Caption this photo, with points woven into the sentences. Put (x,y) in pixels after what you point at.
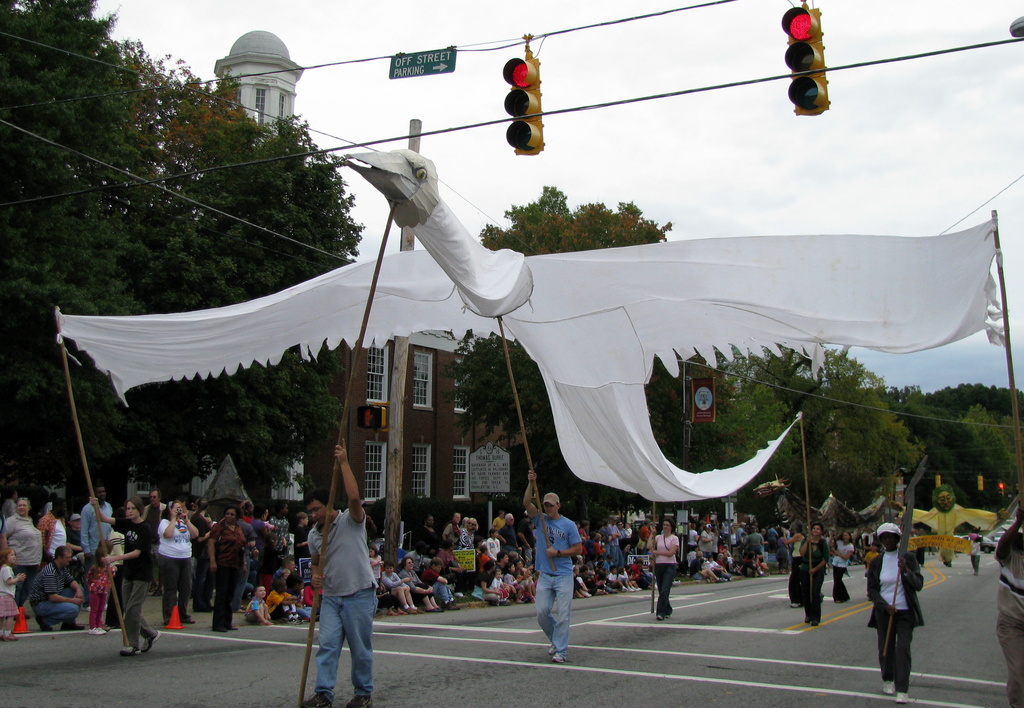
Here in this picture we can see an eagle (524,328) made with a cloth (336,274) being carried by persons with help of poles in their hands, present on the road (459,622) over there and we can see other people (374,558) sitting and standing on the road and we can see building (413,385) present over there and we can see trees (270,398) and plants (282,435) present all over there and at the top (523,127) we can see traffic signal lights (513,102) present and we can also see street board (455,60) present over there and we can see clouds (880,151) in the sky (823,135).
